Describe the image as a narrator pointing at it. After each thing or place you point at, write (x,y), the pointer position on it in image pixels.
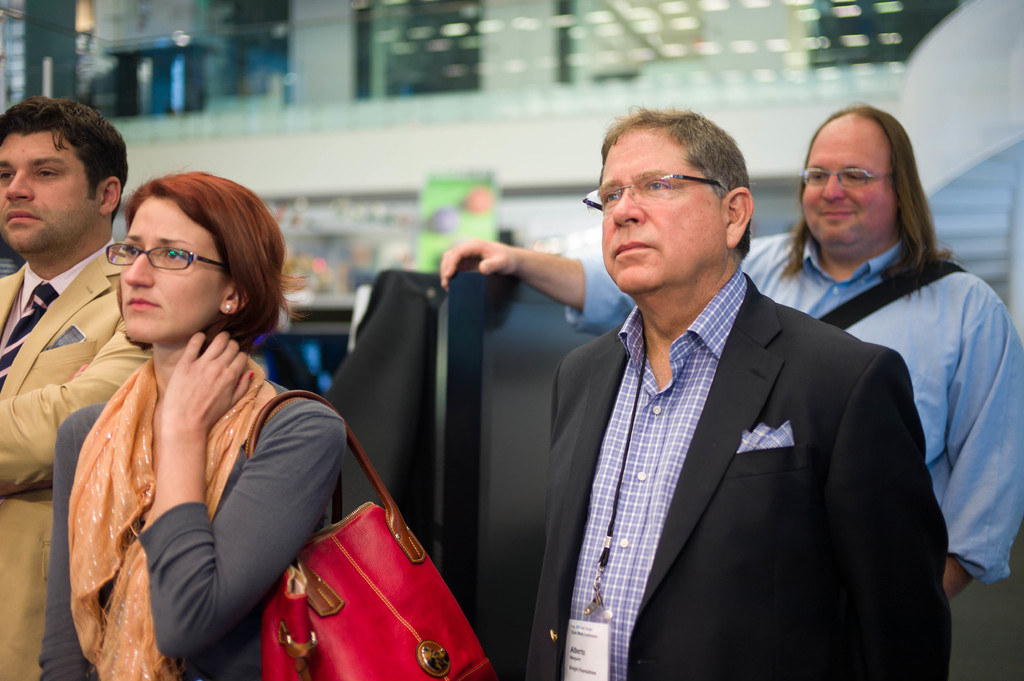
In this picture we see four men (576,412) and women (146,191) standing. The woman (278,503) in grey dress (233,545) is carrying handbag (350,584) which is red in color. She is wearing an orange scarf (118,451) and she's even wearing spectacles (155,266). Beside her, we see man (647,485) in black blazer (719,440) is wearing ID card (574,632). Behind him, we see a man (917,342) in blue shirt (917,349) is wearing a black bag (869,310) and behind him, we see the building (385,131) and also the windows (159,69).
